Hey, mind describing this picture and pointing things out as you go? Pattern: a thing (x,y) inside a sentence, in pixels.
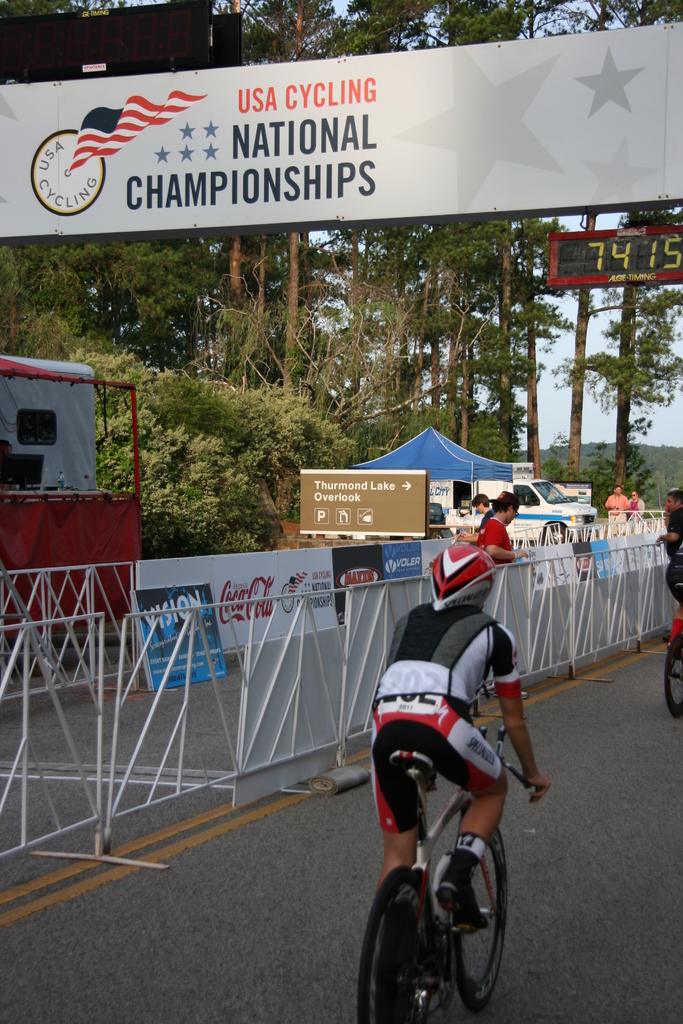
In this image in the middle (426,680) there is a man (464,666), he wears a t shirt (437,680), trouser (443,732), shoes (471,893), helmet (451,559), he is riding cycle (424,888). On the right (499,528) there is a man (507,535), he wears a red t shirt (499,546) and there is a man (682,548) in front of him, he wears a black t shirt (677,530), trouser (673,558). At the bottom (589,865) there is a road (617,834). In the background (416,451) there are trees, posters (198,214), tents (457,458), vehicles (533,510), people (638,504), sign boards (384,511), railing (250,634), sky (541,398).
